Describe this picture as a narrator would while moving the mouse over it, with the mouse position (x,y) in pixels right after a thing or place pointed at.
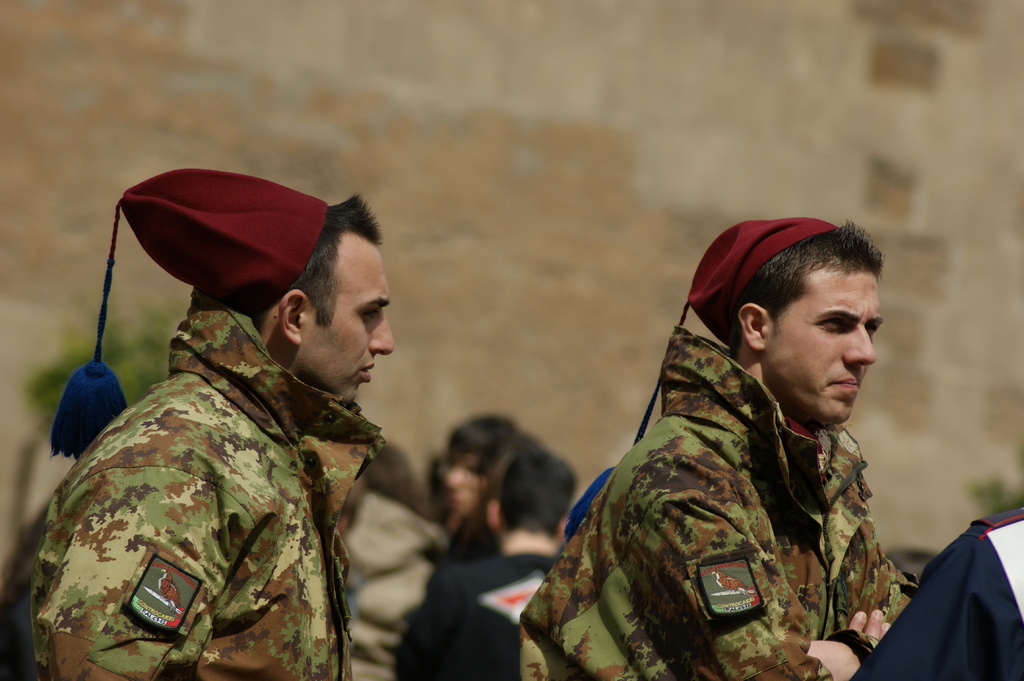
In this picture we can see two men (785,647) wearing a cap (103,394). There are a few objects (436,510) visible in the background (439,531). Background (620,132) is blurry.
